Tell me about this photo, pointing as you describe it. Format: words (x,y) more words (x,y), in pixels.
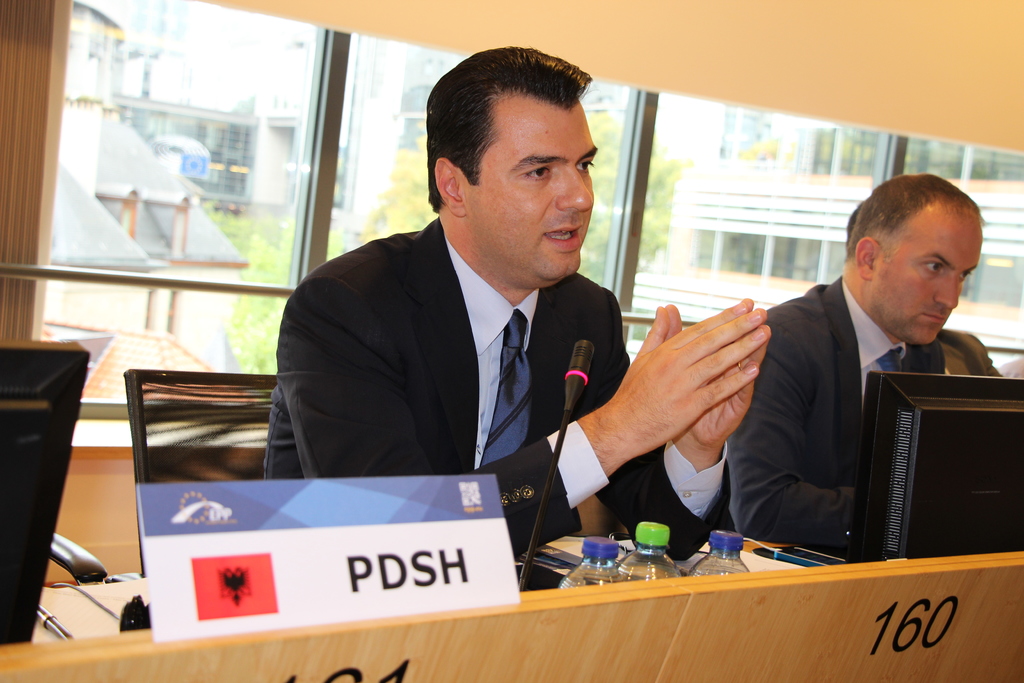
In the center (498,366) see one person (412,328) is sitting on the chair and he is talking something, which we can see on his face (541,252), his mouth (558,245) is open. And the right corner (852,358) we can see another person (856,374) he is also sitting on a chair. Coming to the background (480,44) we can see the wall (838,101) and glass (794,196).
